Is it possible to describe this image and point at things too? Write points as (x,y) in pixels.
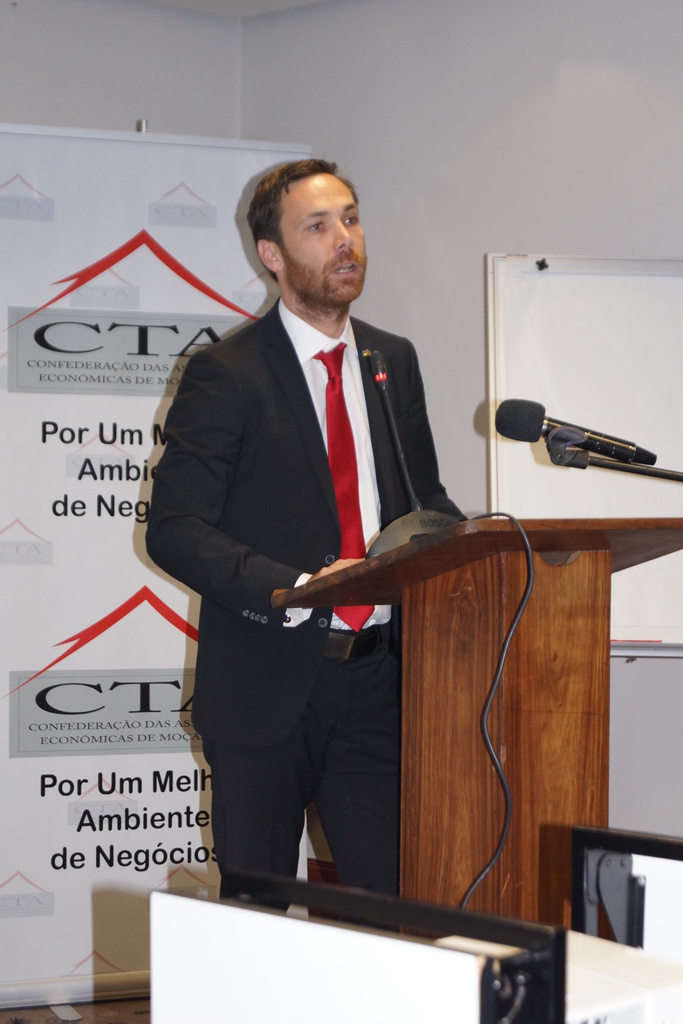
In the center of the image (308,570) we can see one person (298,575) is standing. In front of him, we can see one wooden stand (554,687), microphone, wire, white color objects (396,965) and a few other objects (527,940). In the background (677,126) there is a wallboard (643,306), banner (82,497) and a few other objects (673,478). On the banner (9,641), we can see some text (84,505).
